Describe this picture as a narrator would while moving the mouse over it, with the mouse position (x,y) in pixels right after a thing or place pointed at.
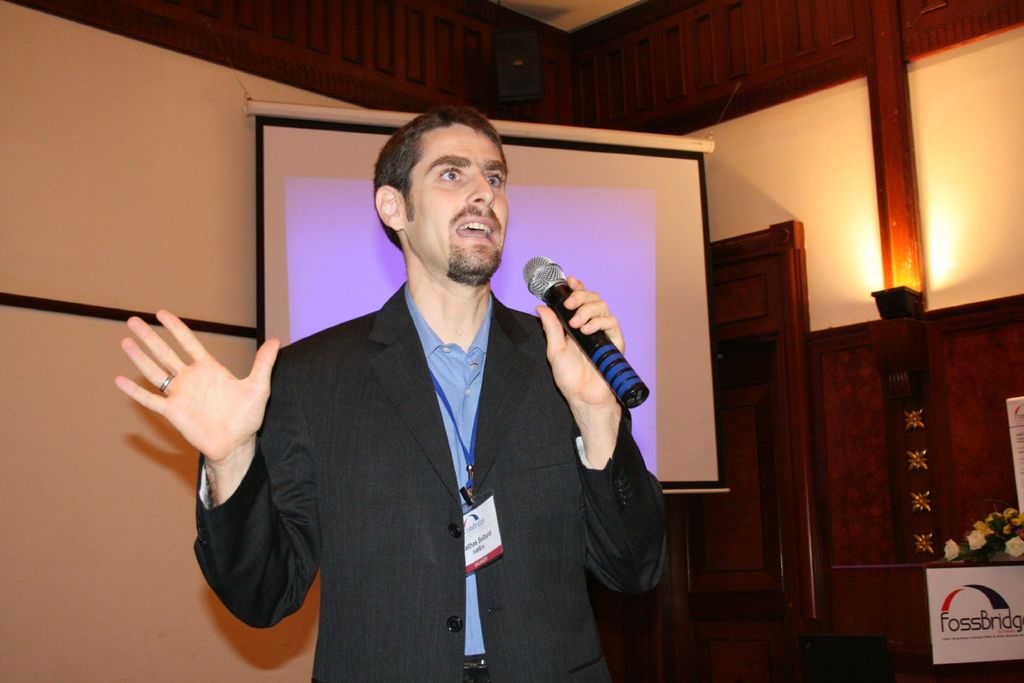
a person (415,503) is suited up, holding a microphone (563,296) in his hand (584,327). behind him there is a projector display (584,204). at the right corner (1006,550) there is a flower bouquet (977,541) and a note (993,627) foss bridge is written on it.
